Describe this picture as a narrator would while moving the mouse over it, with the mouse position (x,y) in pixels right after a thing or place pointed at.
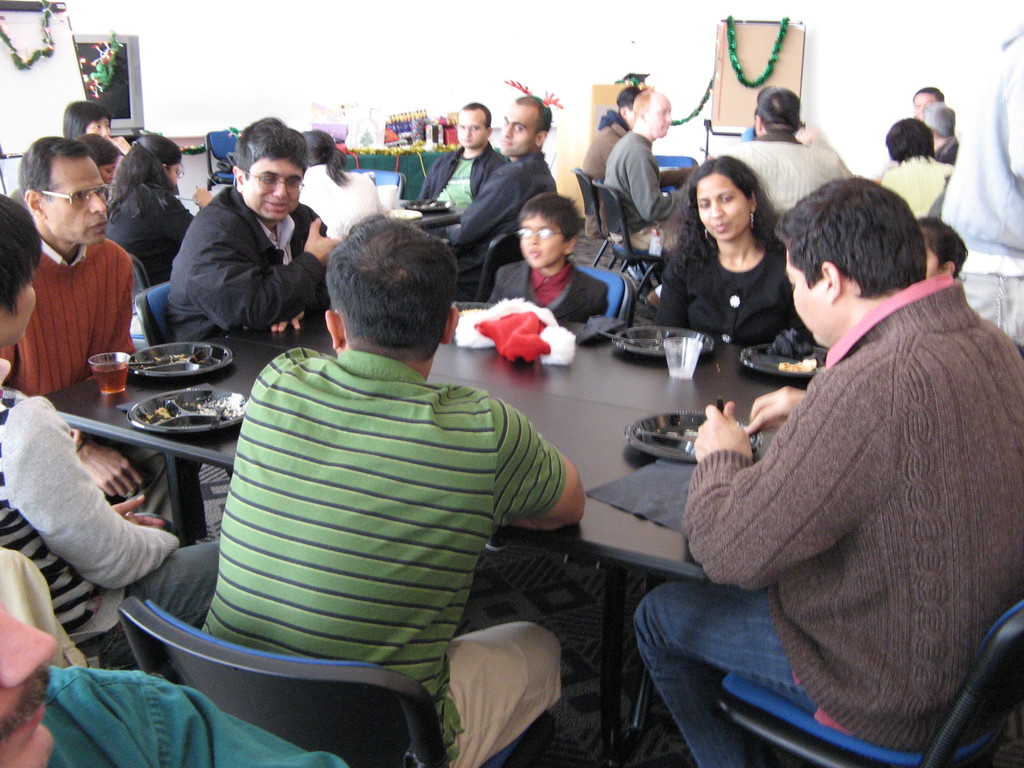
In this image I can see many people (847,516) are sitting on the chairs (766,727) around the tables (604,441). On the table (208,378), I can see few plates (164,396), glasses (111,369) and a Santa hat (498,331). In the background (405,118), I can see a table (390,162) on which few objects (378,122) are placed.
